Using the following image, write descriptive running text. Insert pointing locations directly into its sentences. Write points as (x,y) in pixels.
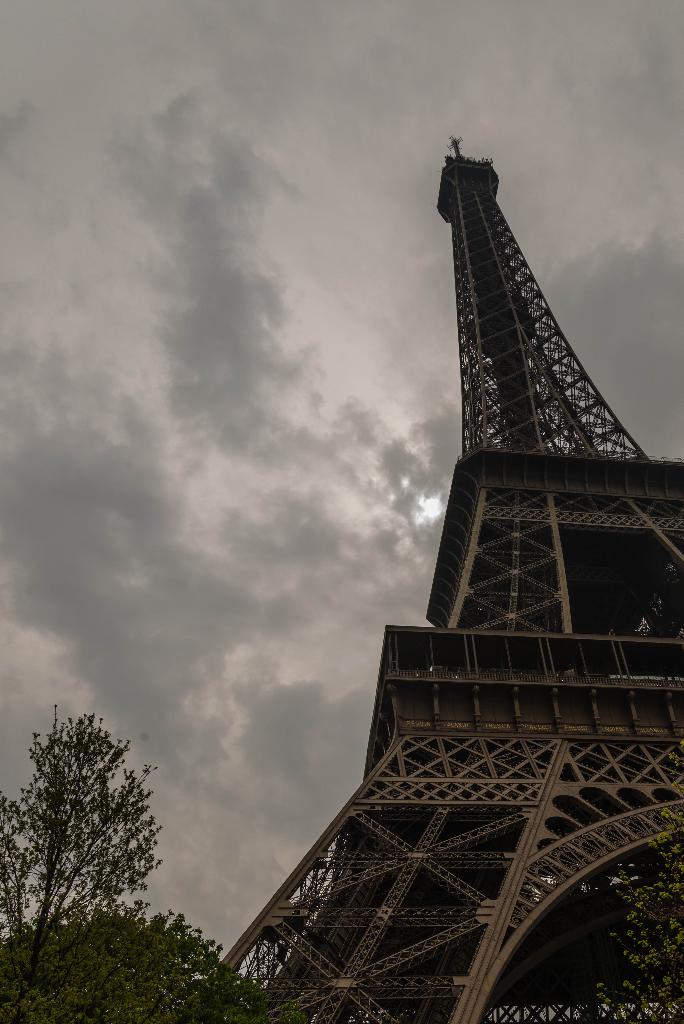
There is a tree (160,977) and tower (463,514) in the foreground area of the image (171,981) and the sky (295,458) in the background (258,485).
